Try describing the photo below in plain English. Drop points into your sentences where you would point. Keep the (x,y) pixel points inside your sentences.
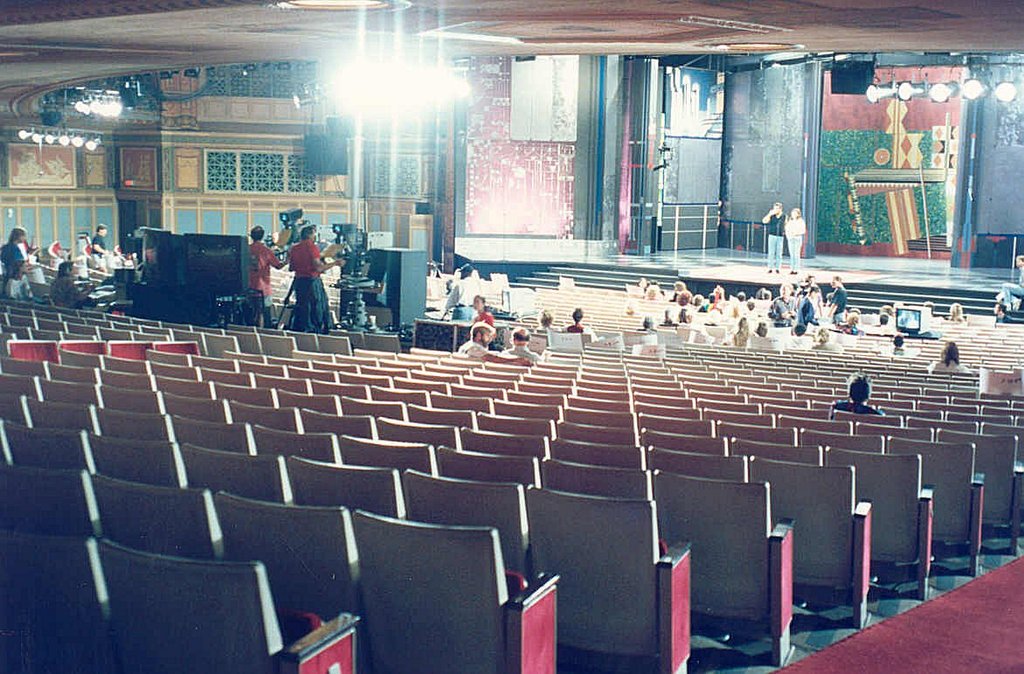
In this picture it looks like an auditorium (701,321) with 2 people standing on the stage (688,224) and others (902,352) sitting on the chairs (801,497) below. In the center (355,286) we can see some equipment (394,271) and 2 people (315,253) holding video cameras (338,224). At the top (377,62) we can see many lights (403,78) on the ceiling (607,48).
